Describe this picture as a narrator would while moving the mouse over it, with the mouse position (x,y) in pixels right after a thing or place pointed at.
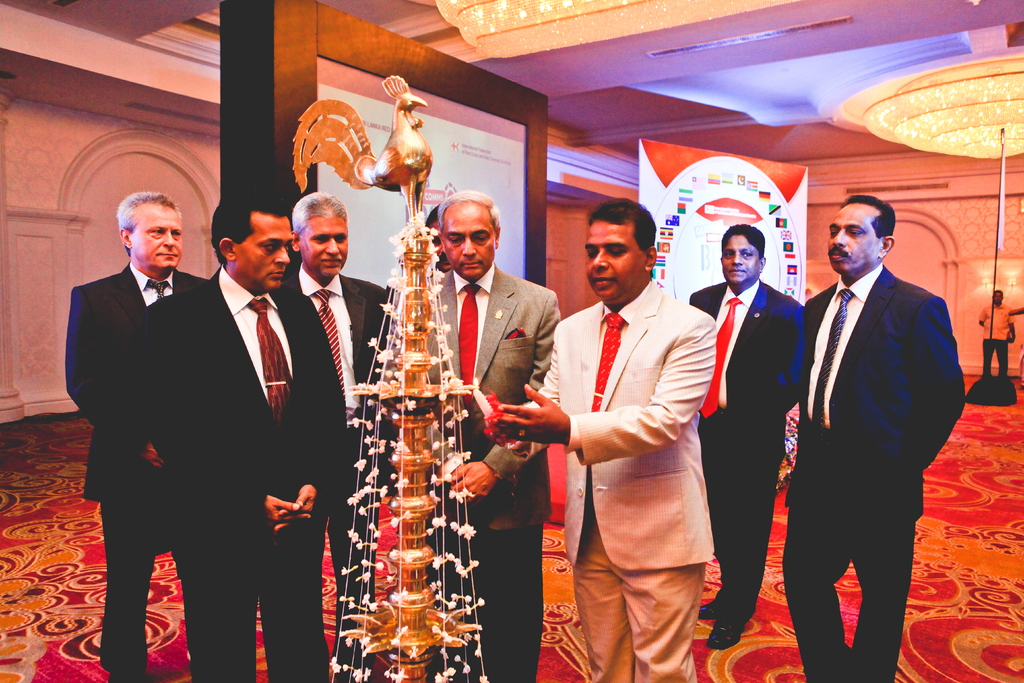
In this image, there is an inside view of a building (667,62). There are group of people (733,385) wearing clothes (245,317) and standing in front of the lamp (410,466). There is a banner (679,225) in the middle of the image (670,248). There is an another person (995,337) standing on the right side of the image (988,333).
